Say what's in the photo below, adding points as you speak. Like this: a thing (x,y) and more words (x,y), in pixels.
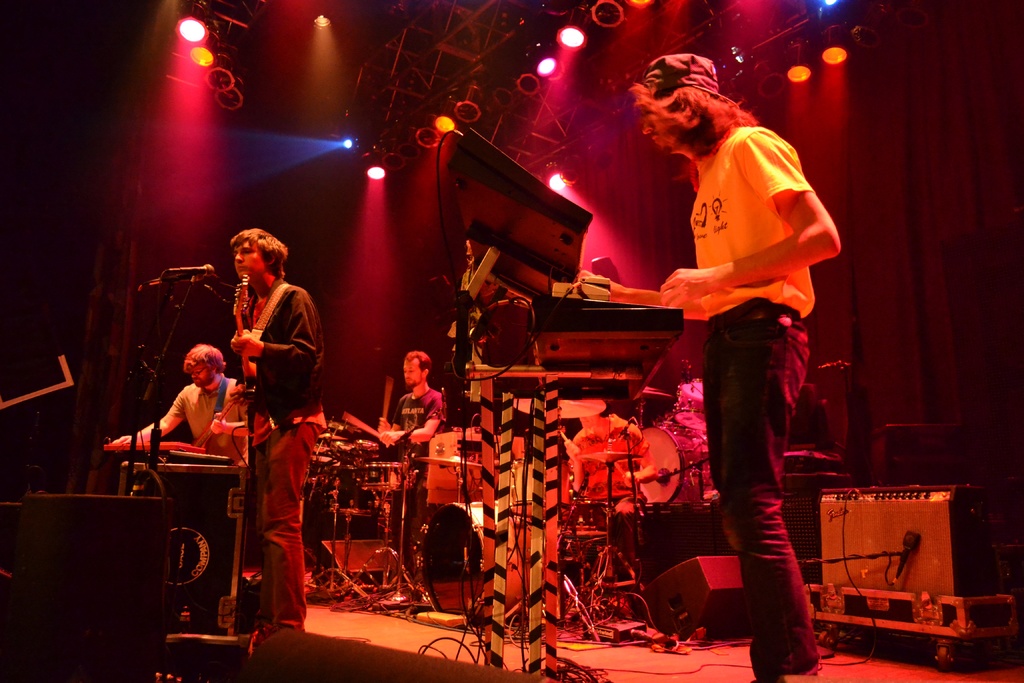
In this picture there are few musicians (424,410) on the floor (652,656). The man (727,402) to the right corner (740,380) is playing keyboard (630,338). The man (284,387) at the center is playing guitar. The man (232,425) beside him is playing keyboard (180,443). The man (398,408) behind them is playing drums (374,441). There are microphones (196,277) in front of them. In the background (868,248) there is curtain (849,253) and spotlights (553,66). On the floor (396,625) there are mics (905,540), speakers (871,574), boxes (174,507) and cables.
